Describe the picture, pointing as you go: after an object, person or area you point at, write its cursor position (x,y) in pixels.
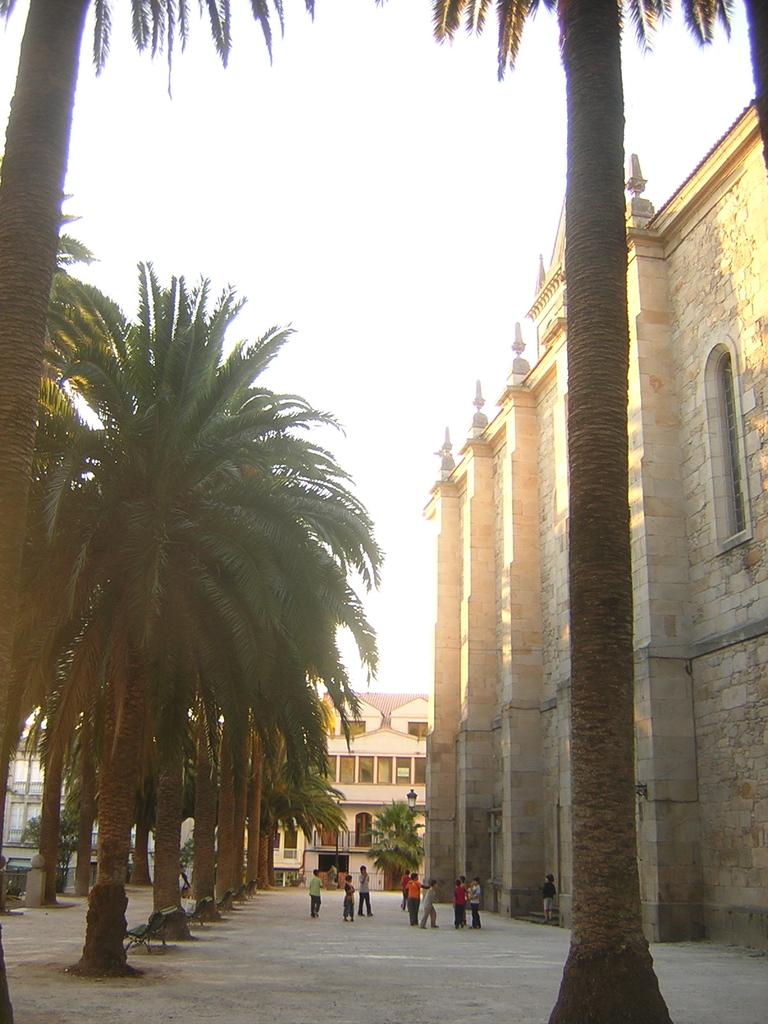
In this image there are trees (199,669). In the center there are persons (351,913) standing and in the background (358,840) there are buildings (355,778), trees (272,807). On the right side (657,589) there is a castle (671,619).
